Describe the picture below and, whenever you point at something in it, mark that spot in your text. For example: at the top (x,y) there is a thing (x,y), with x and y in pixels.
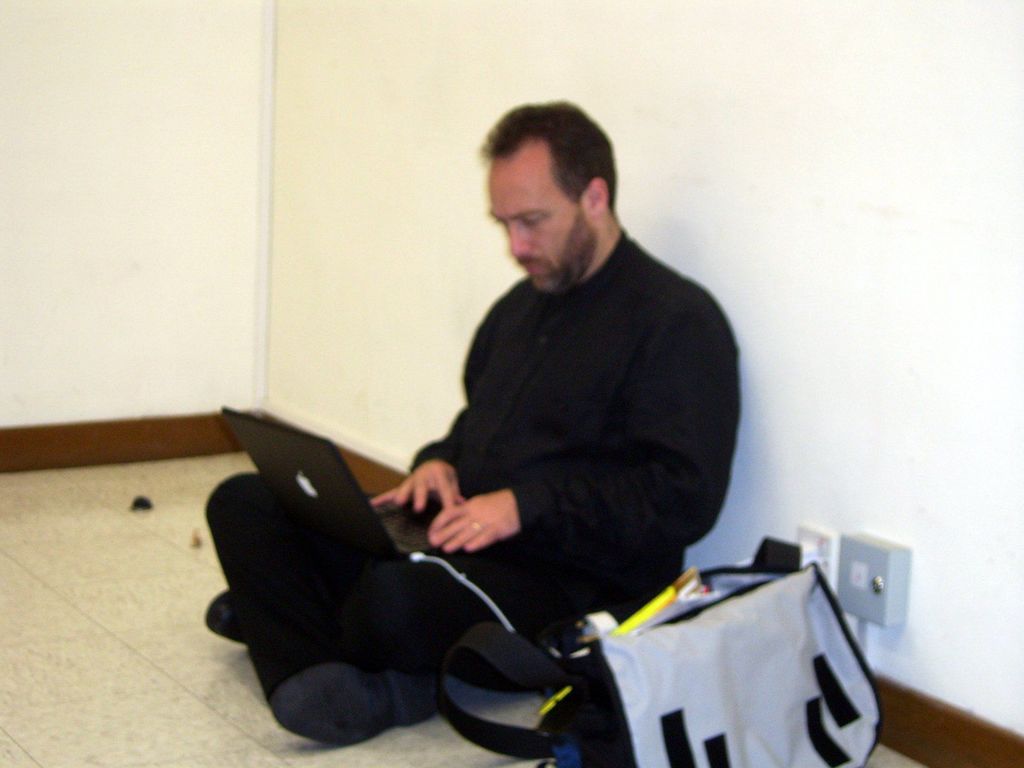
In the foreground (302,524), I can see a person (357,601) is sitting on the floor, is holding a laptop (399,547) in hand (445,545) and I can see a bag (591,631) on the floor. In the background (1003,609), I can see a wall (150,20). This picture might be taken in a hall (260,730).
